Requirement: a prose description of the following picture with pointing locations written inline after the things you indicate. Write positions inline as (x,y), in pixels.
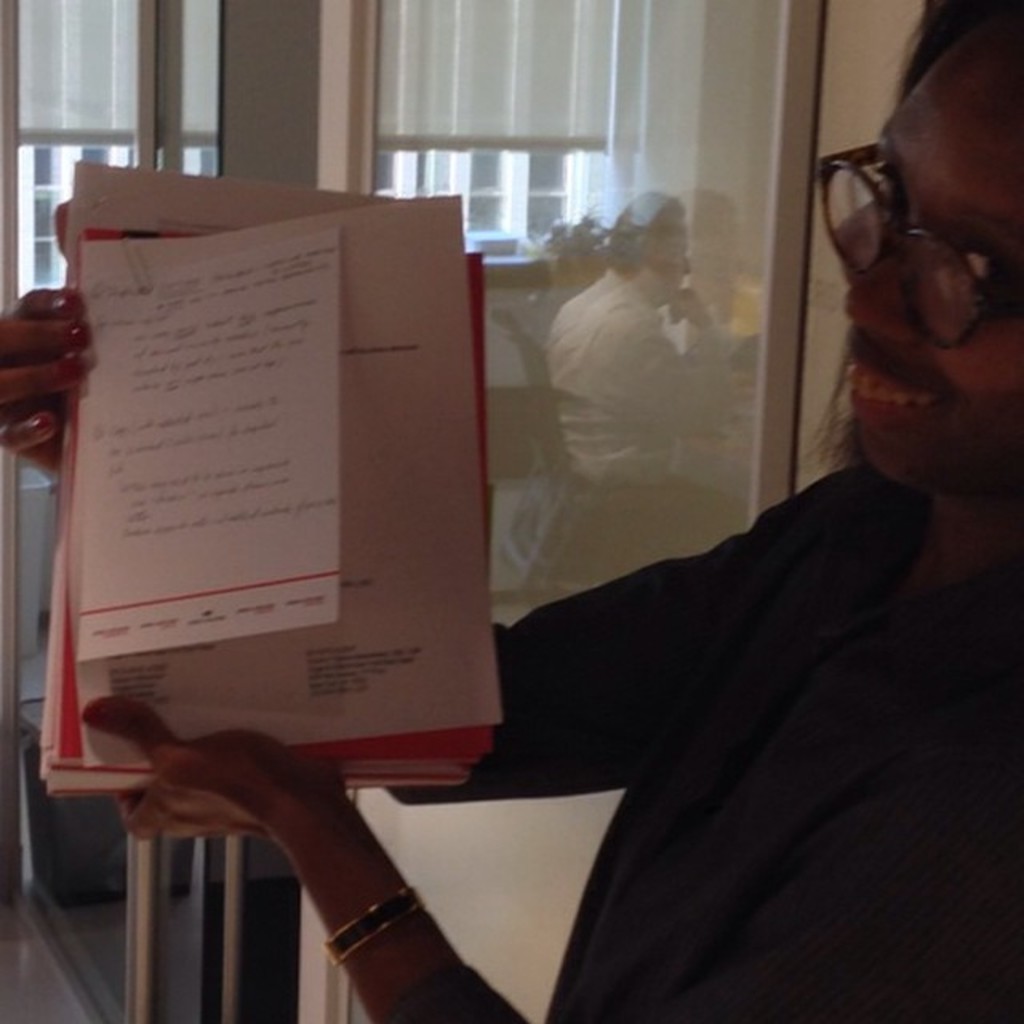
In this image there is a woman (684,693) holding papers (462,472) in her hand (290,754), in the background (712,457) there is a glass door (712,432), on that glass door (552,354) a man (565,382) sitting on chair (540,351) is reflecting.
